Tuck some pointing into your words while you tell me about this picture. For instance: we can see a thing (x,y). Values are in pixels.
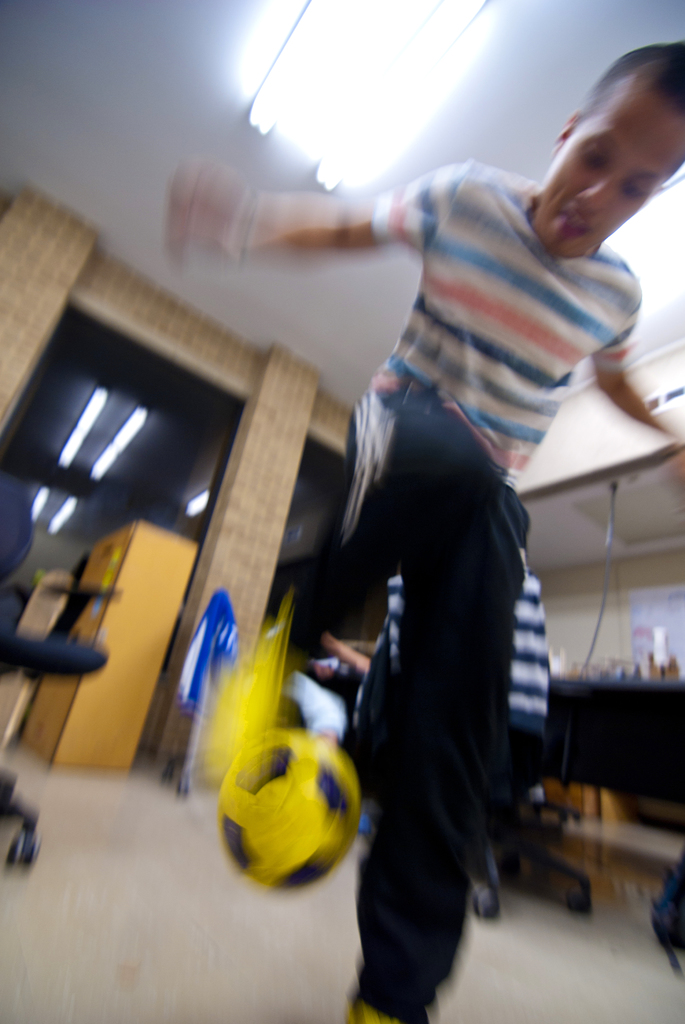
In this picture we can see a man (493,223) kicking a ball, on the right side of the picture (541,685) we can see another person (534,675) and we can see a chair (538,754) here, on left side of picture (165,543) we can see lights (108,470) and cupboards (141,645).
